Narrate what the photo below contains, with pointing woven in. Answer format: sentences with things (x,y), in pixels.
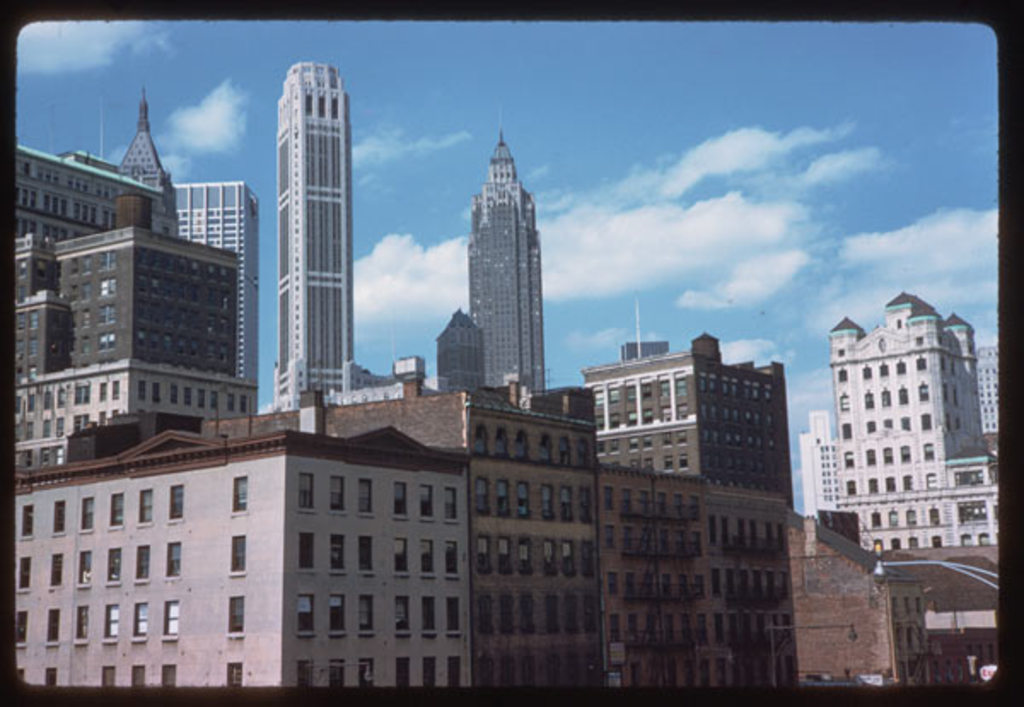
In this image we can see the buildings (247,517). There is a light (936,560) on the right side of the image (966,565). At the top of the image (416,85), we can see the sky (661,91) with clouds (652,267).
